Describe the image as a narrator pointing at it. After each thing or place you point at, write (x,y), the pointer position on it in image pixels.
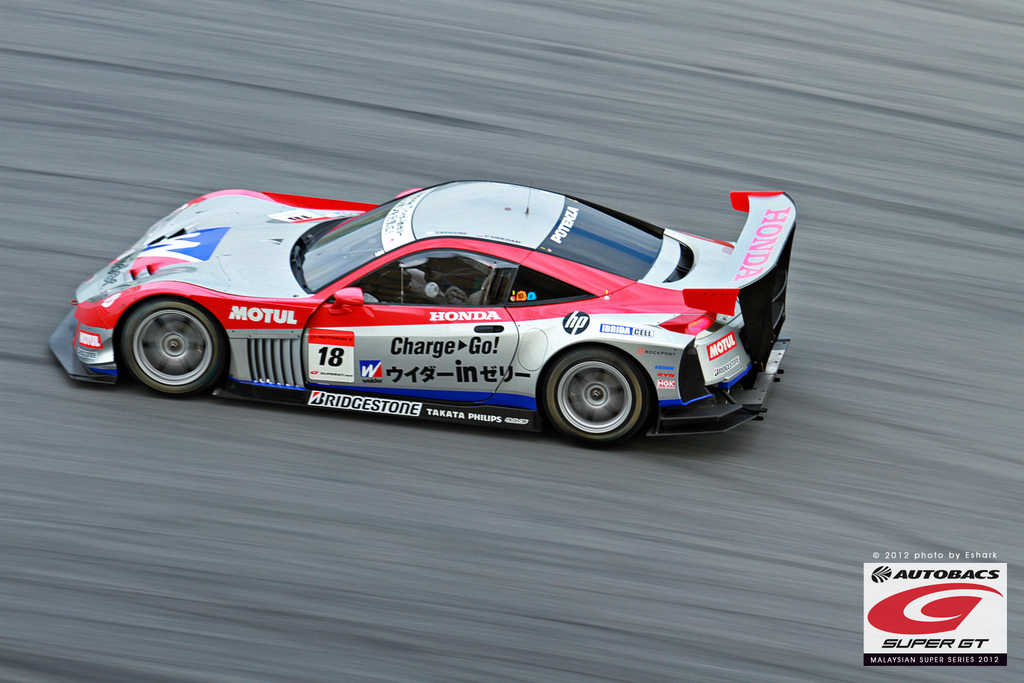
In this image I can see a sports car (349,298) on the road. On this car (391,304) I can see logos (336,338). Here I can see a watermark (944,623).
